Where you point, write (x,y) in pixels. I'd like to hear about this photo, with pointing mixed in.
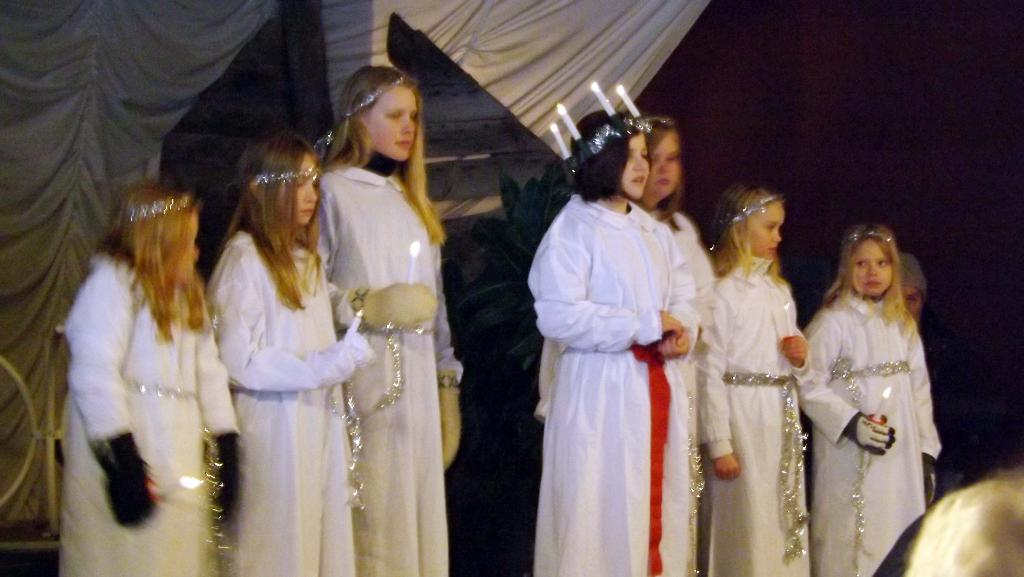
In this image there are some persons (713,350) standing in middle of this image (376,202), there are three persons (333,362) at left side of this image (229,356) is wearing white color dress (307,426) and right side (687,247) four persons (639,315) are standing and wearing white color dress (751,423) and there is a cloth (60,61) in white color is in the background (573,67).
